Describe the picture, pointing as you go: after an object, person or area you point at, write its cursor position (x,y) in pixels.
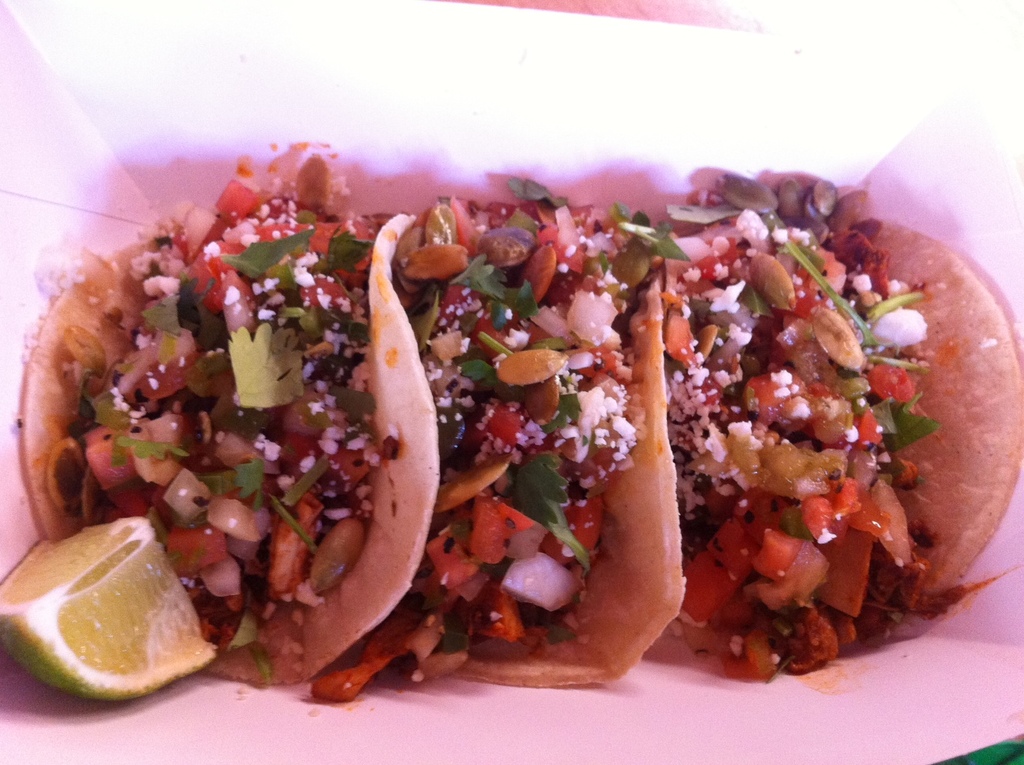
In this image we can see there is a food item (411,335) and a piece of lemon (135,634).
